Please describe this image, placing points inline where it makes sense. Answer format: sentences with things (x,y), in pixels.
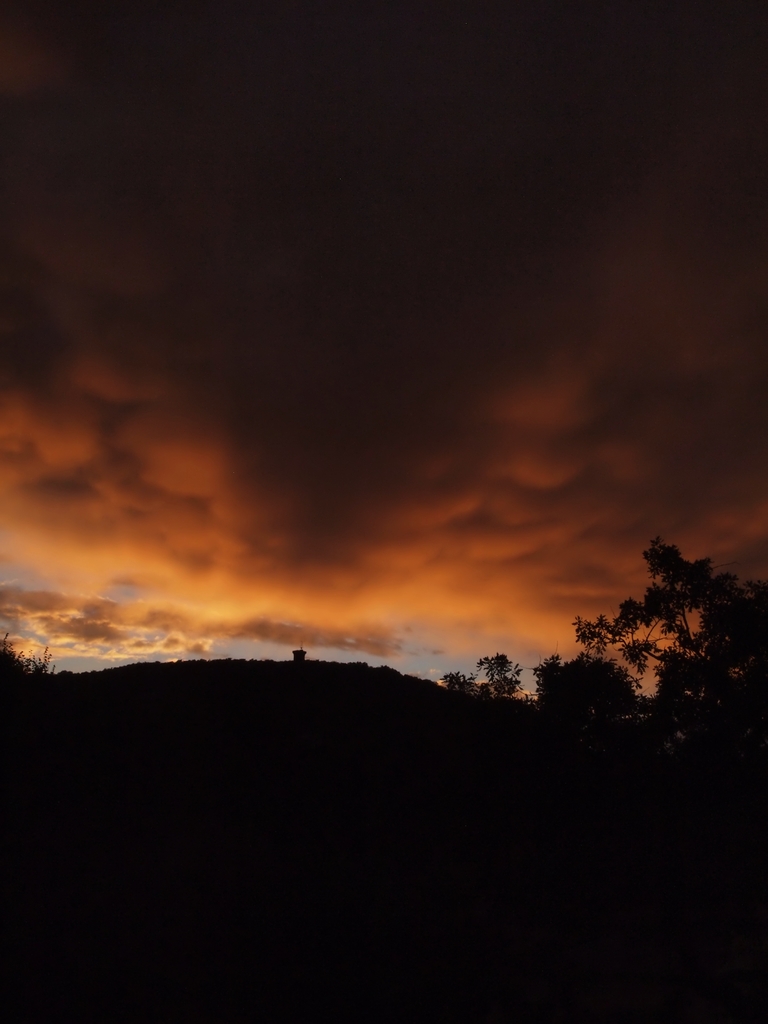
In this picture I can see few trees (600,624) on the right side (610,636) and I see that it is dark on the bottom of this picture (338,808). In the background (290,414) I can see the sky (391,542) which is cloudy.
